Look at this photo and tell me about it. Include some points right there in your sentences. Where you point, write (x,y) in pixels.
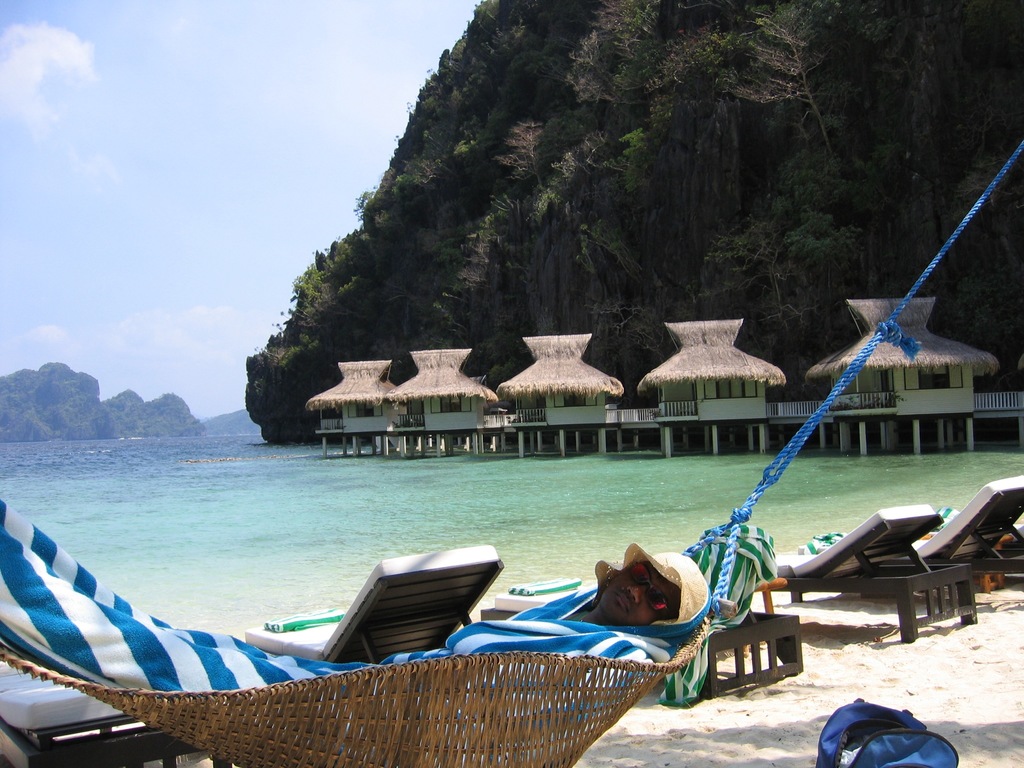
In the picture we can see a beach view (874,666) with a sand (857,661) on it, we can see some chairs (919,526) and a person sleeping and in the background (743,429), we can see the water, which is green in color and we can see some huts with pillars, hills (284,396) with plants (787,206) and a sky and clouds (34,81).
